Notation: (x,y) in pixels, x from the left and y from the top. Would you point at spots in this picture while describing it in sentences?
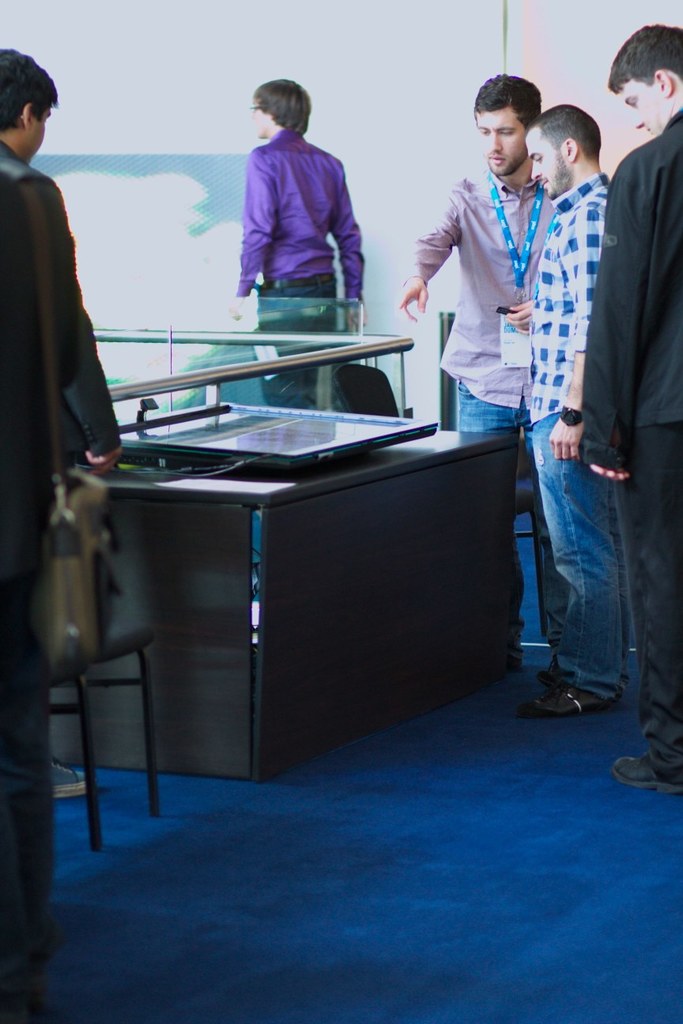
This image consists of so many persons (3,52) in the middle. There is something on the table (287,499). One of them is wearing ID card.
